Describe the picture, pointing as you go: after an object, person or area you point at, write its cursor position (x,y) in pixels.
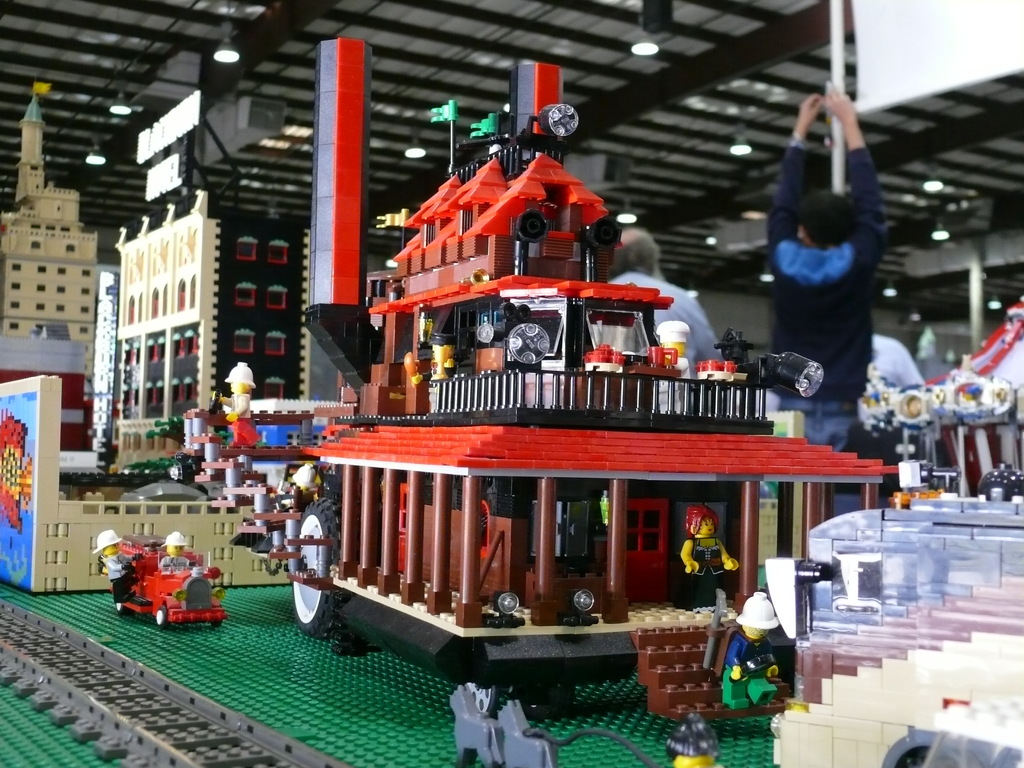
In front of the image there are toys (597,537) with building blocks (333,698). Behind them there are two persons (781,231). At the top of the image (732,94) there is a ceiling (649,102) with lights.
